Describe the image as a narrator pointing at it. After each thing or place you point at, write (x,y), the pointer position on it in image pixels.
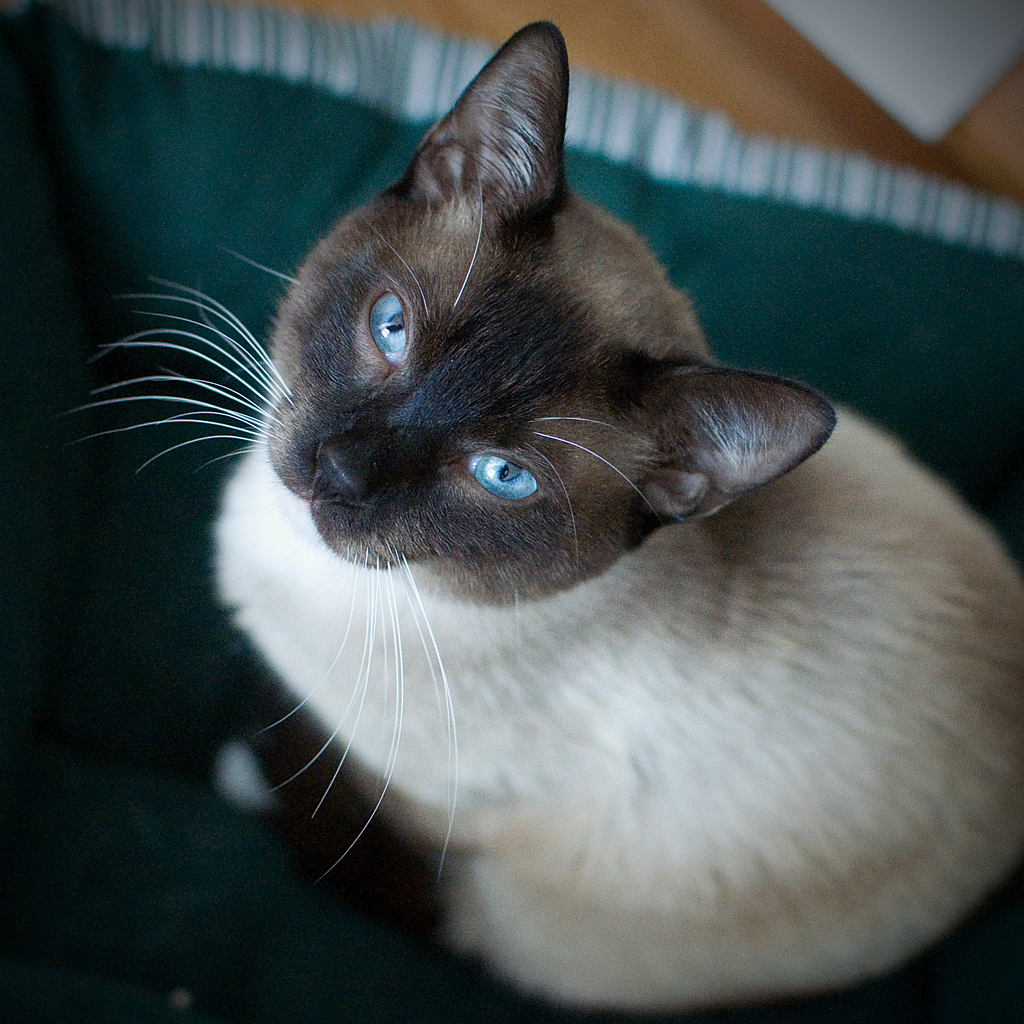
In this image we can see a cat (575,769) on a cloth (6,246).
